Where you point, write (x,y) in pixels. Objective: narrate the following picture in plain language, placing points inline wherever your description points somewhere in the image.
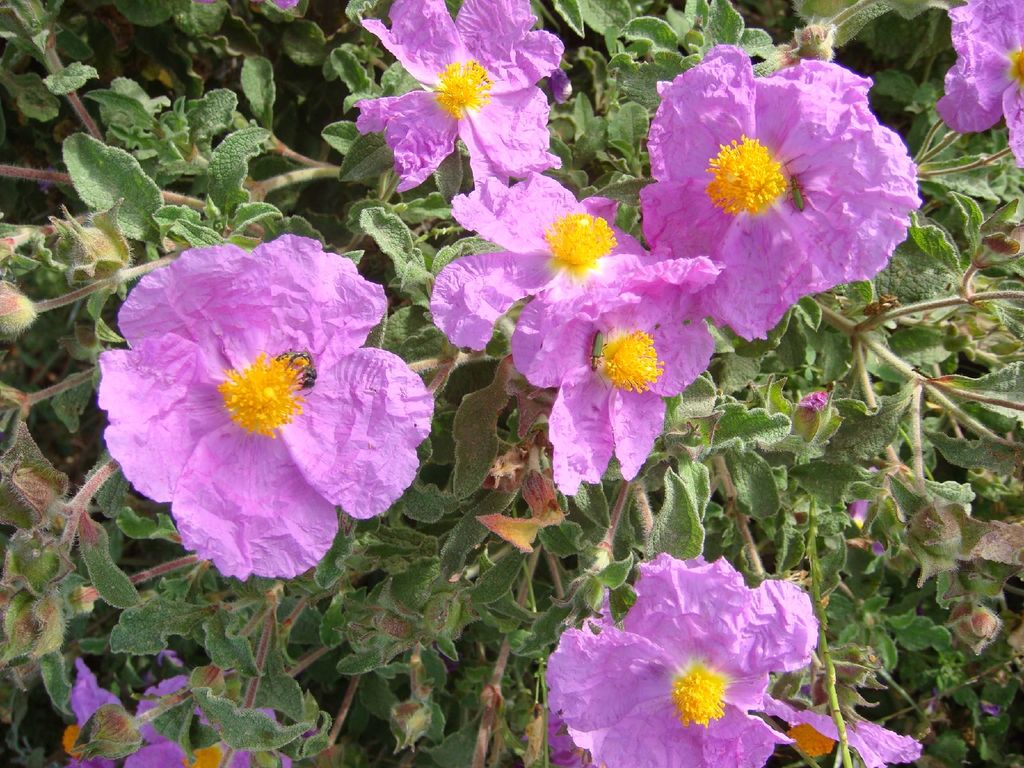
In the center of the image (380,350) we can see plants (447,294) with flowers (380,309), which are in pink and yellow color.
